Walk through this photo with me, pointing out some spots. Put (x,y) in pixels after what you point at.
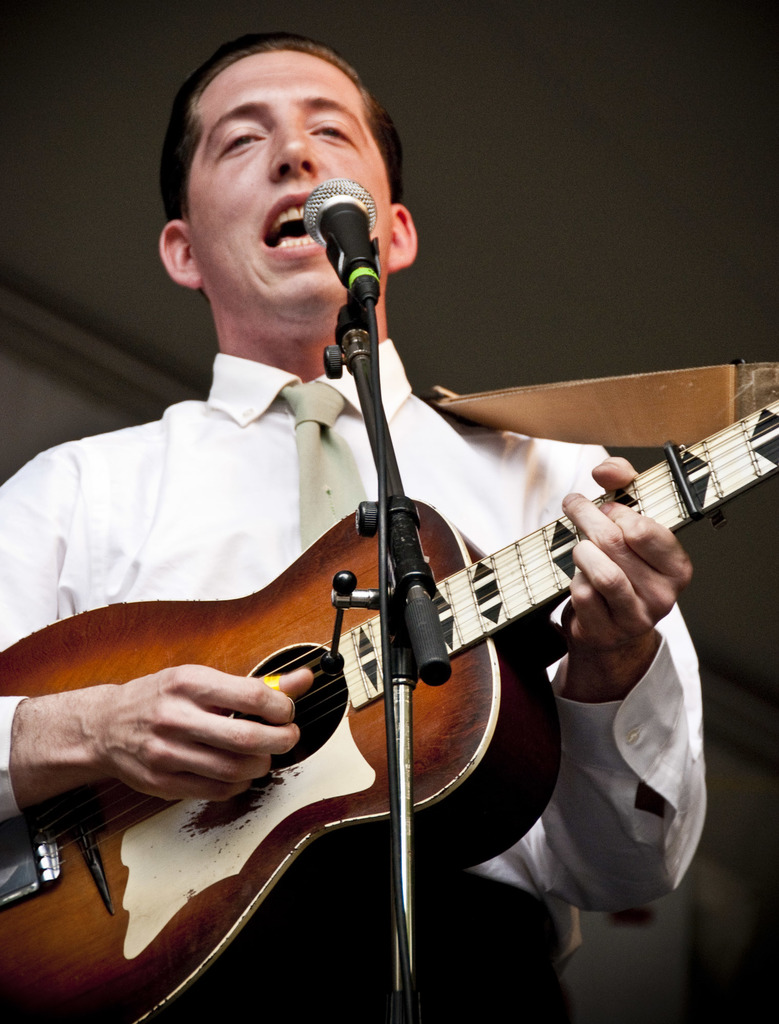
Here is a man (190,521) standing. He is playing guitar (368,707) and singing a song. This is a mike (364,280) with a mike stand (359,319).
